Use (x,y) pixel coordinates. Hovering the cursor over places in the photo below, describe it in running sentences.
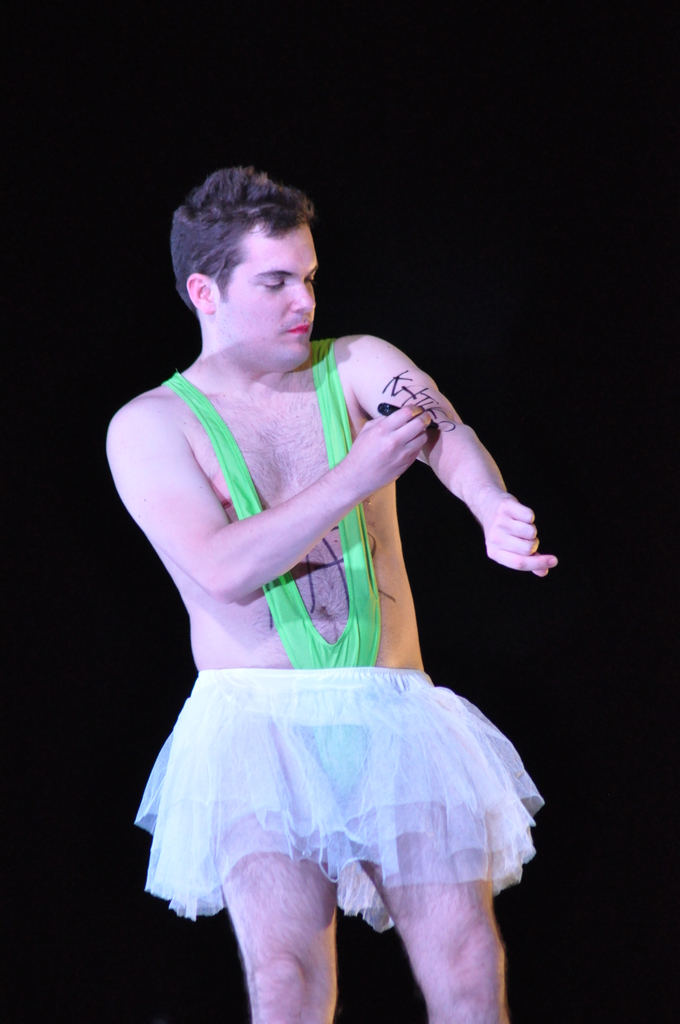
In the picture there is a person (302,558) writing something on his upper arm (377,402) with the marker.
